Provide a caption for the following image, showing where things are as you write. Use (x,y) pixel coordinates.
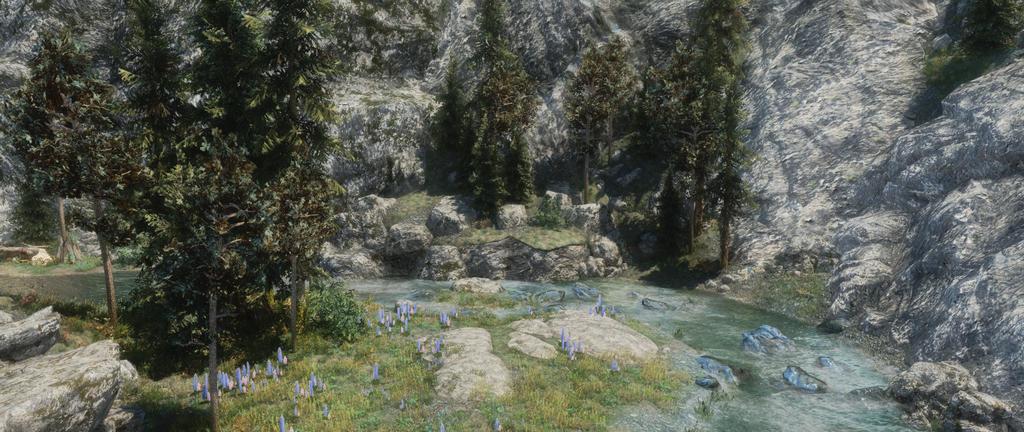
In this picture there is greenery (154,336), rocks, and water (681,333) at the bottom side of the image (682,367) and there are trees (580,72) and mountains (541,30) in the background area of the image (866,122).
